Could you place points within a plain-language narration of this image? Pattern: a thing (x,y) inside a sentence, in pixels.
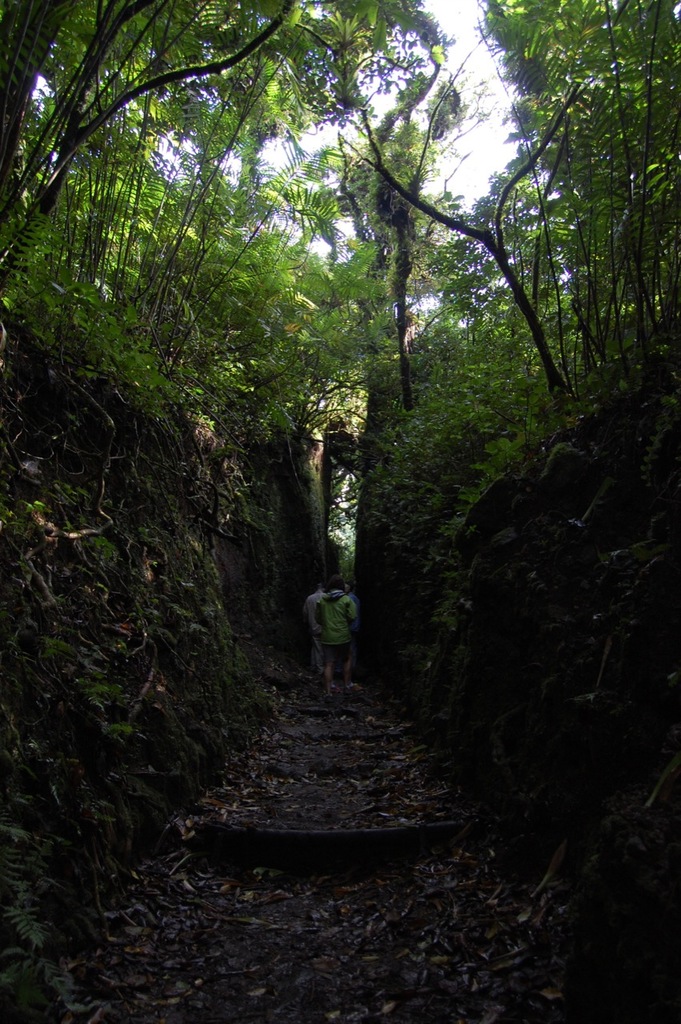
In this picture, we can see a few people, and we can see the ground (267,727) with grass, plants (102,146), trees (271,263), path (342,742) with dry leaves (288,776), and the sky (343,254).
